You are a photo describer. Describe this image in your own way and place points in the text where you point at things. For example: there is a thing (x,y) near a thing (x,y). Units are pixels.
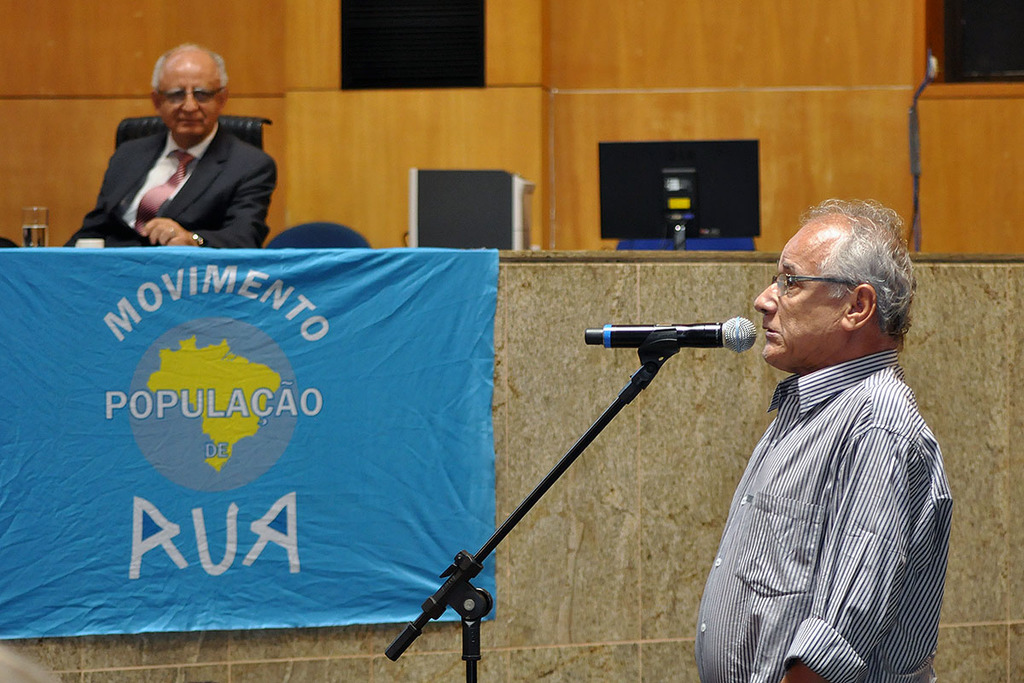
In the picture I can see a person (837,497) standing in the right corner (842,461) and speaking in front of a mic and there is another person (239,160) sitting in chair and there is a blue cloth (208,302) which has something written on it in the left corner (166,285).
